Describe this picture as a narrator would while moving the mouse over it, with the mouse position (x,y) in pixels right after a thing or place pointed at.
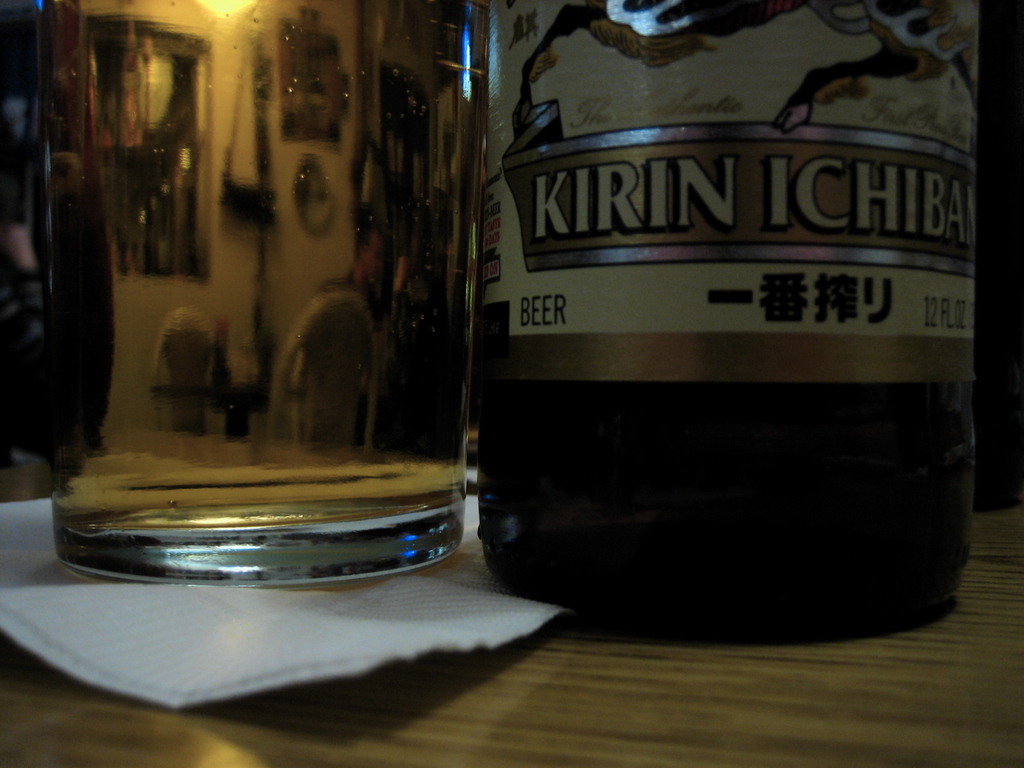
Here we can see a bottle (812,17), glass (270,490), and a tissue paper (355,648) on a platform (733,703). On the glass (297,303) we can see the reflection (312,364) of chairs (301,419), wall (246,68), frame (285,32), and light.
